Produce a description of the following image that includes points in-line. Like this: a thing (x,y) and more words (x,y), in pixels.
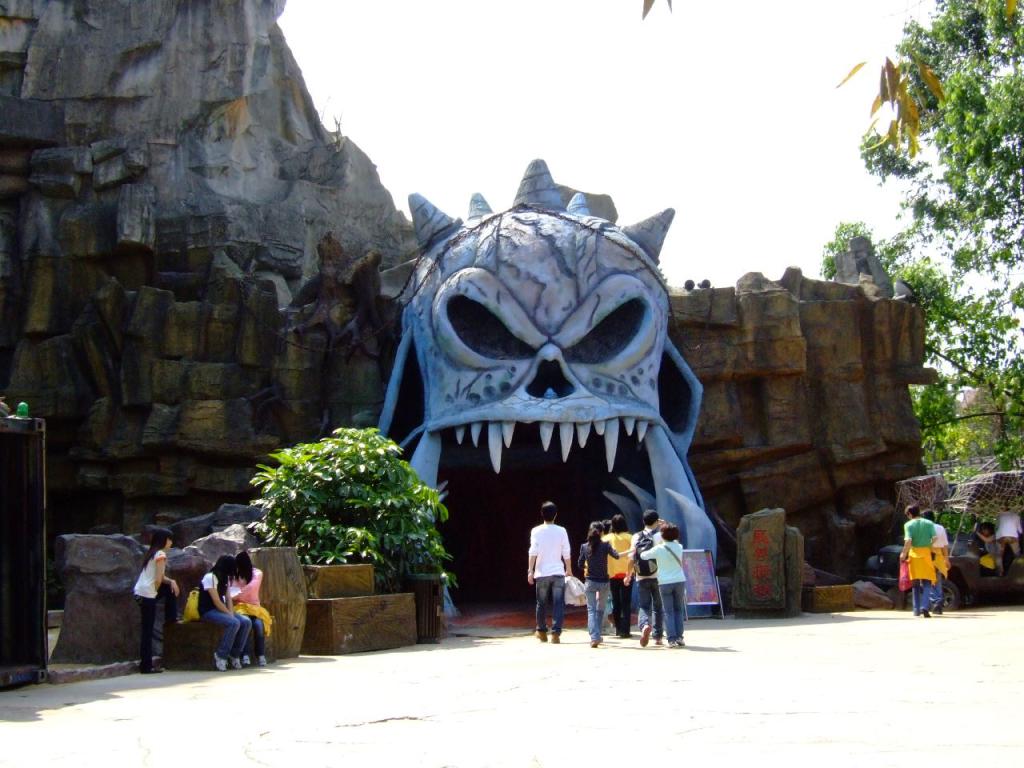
In the foreground of the picture (346,687) it is floor (462,684). In the center of the picture (387,489) there are people (217,594), plant (335,511), rocks (129,577) and other objects (960,546). On the right (979,112) there are trees (960,453). In the middle (555,388) there is a mountain (85,51) and a face (482,370) like a monster (547,288). At the top (615,66) it is sky (598,78).
